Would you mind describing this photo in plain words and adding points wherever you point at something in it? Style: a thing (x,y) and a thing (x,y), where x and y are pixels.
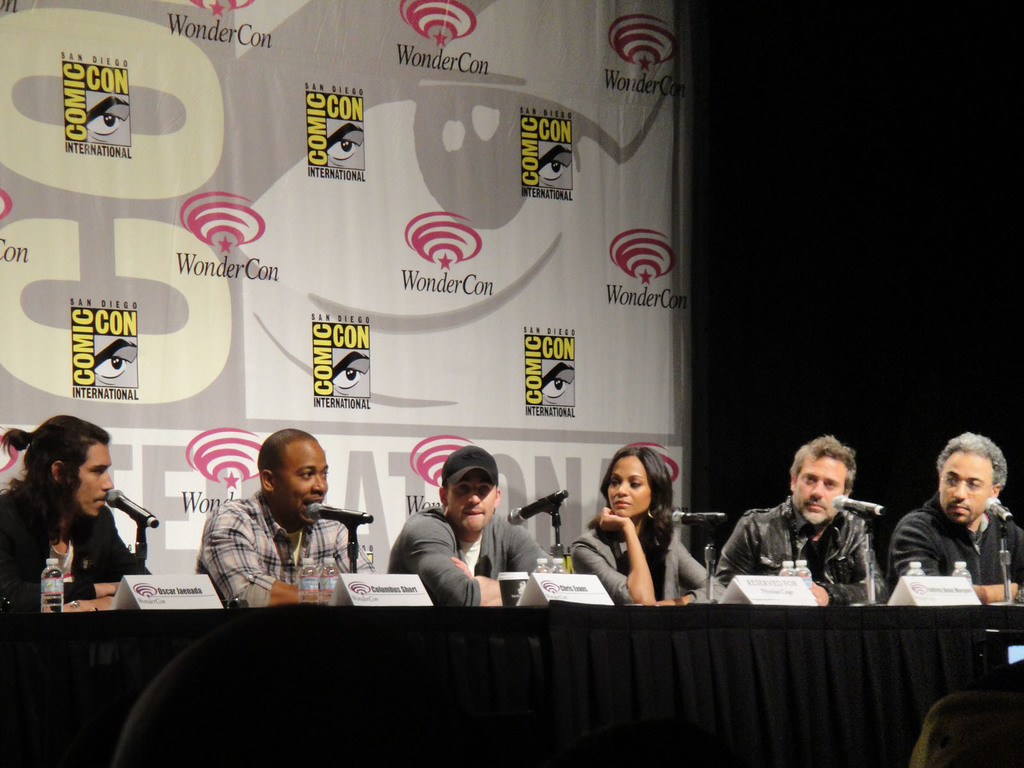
In this picture there are few person (501,546) sitting behind a table (133,662). On the table (121,621) there are mics (139,556), name plates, bottles (308,601). In the background (227,467) there is a banner (168,315).
